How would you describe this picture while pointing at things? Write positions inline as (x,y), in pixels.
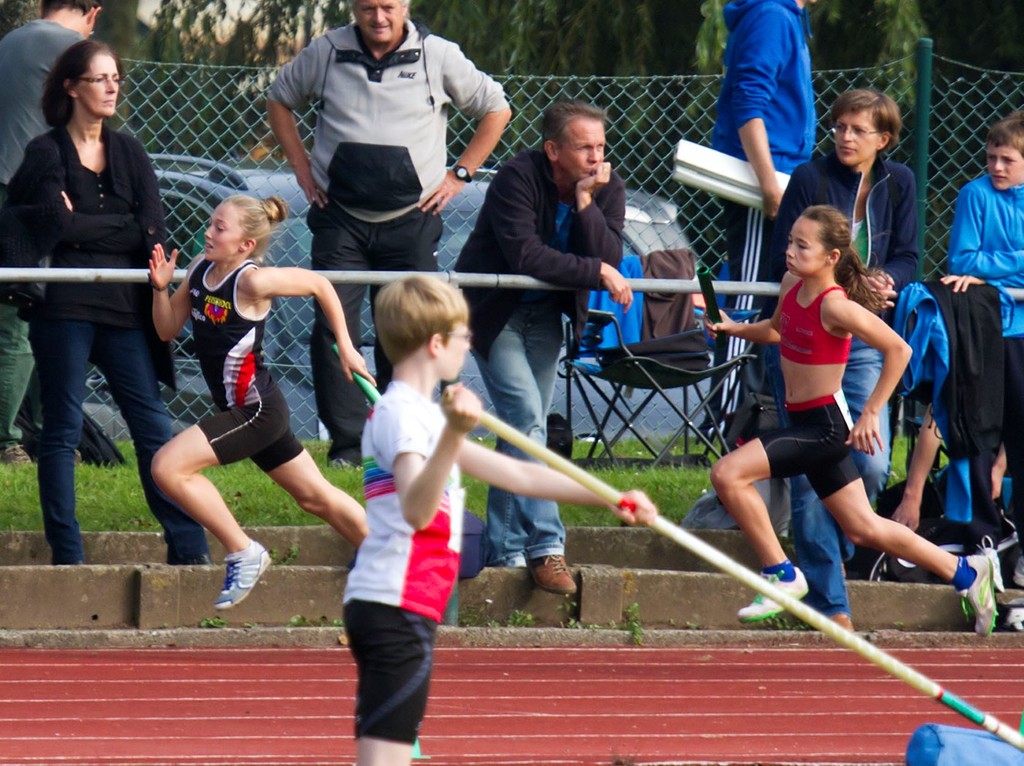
In this image I can see number of people (382,426) are standing. I can see most of them are wearing jackets (605,245) and few of them are wearing specs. I can also see grass (121,496), fencing (933,261), a car (272,185) and number of trees (643,11) in background (701,21). Here I can see a boy (417,498) is holding a stick (967,707).
